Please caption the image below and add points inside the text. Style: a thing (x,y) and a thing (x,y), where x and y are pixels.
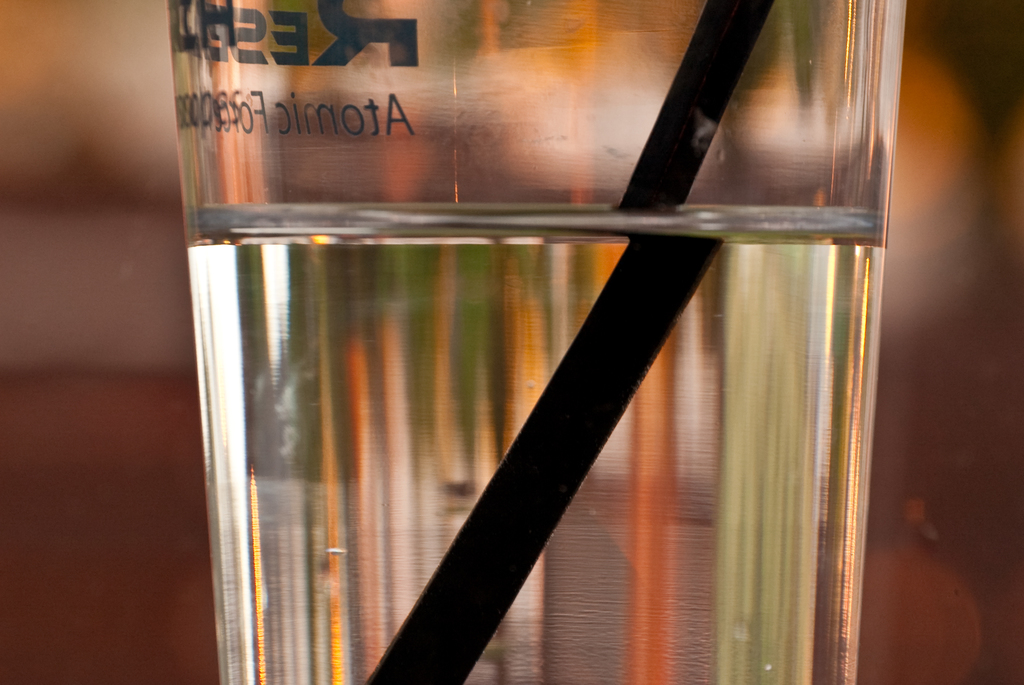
This picture shows a glass (646,587) with water (531,289) and we see a straw (633,300) in it.
